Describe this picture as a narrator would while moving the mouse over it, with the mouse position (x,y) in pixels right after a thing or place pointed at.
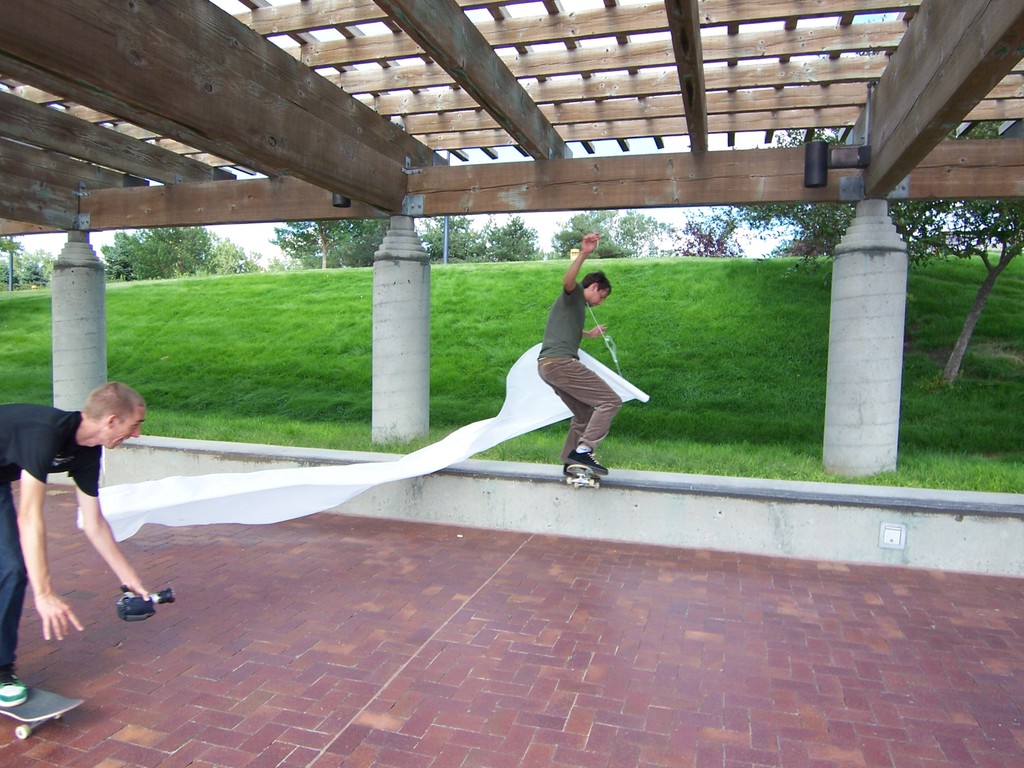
In this image I can see the ground (601,628) and two persons (59,461) are skateboarding. I can see a person (141,594) is holding a camera (123,617) and another person (572,365) is holding a white colored cloth (421,460). In the background (402,229) I can see few pillars (388,280), some grass (1023,297), few trees (936,251) and the sky (487,215).
